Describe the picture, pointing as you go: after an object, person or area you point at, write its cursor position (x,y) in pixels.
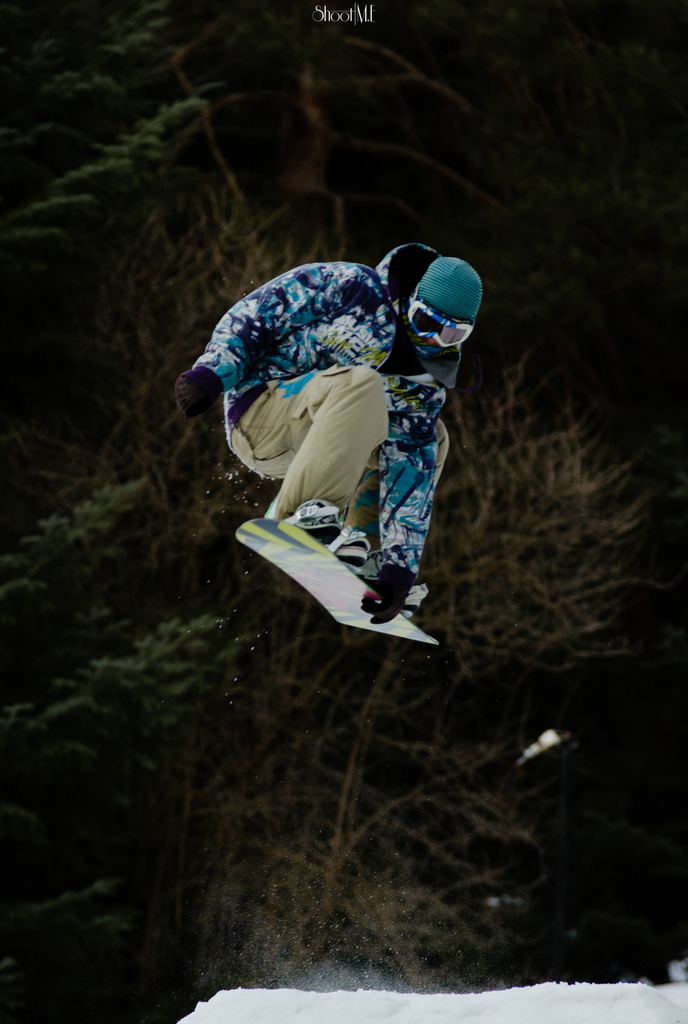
In this image, in the middle (343,515), we can see a man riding on the skiboard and the man (314,473) is also in the air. In the background (416,702), we can also see some trees (527,608), at the bottom (218,1023), we can see snow (596,1007).
